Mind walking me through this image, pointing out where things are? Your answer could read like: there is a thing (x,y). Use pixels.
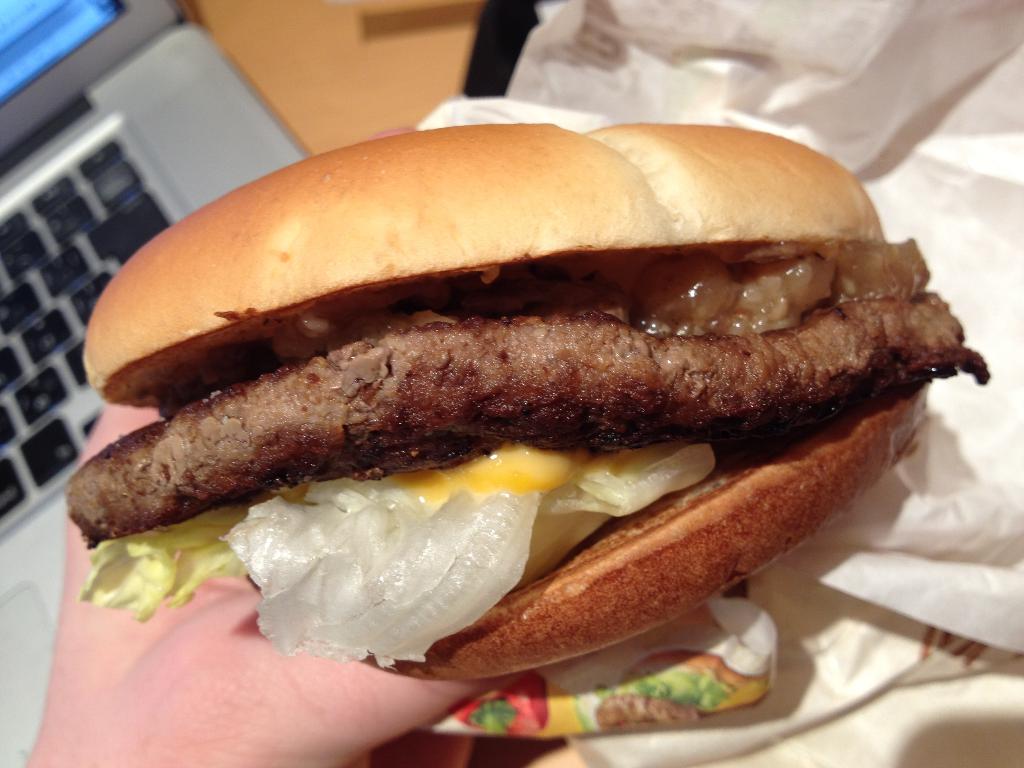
In the image there is a burger (545,359) and a person (182,625) is holding the burger (491,372), behind that there is a laptop (197,133) and a wrapper (768,88).
